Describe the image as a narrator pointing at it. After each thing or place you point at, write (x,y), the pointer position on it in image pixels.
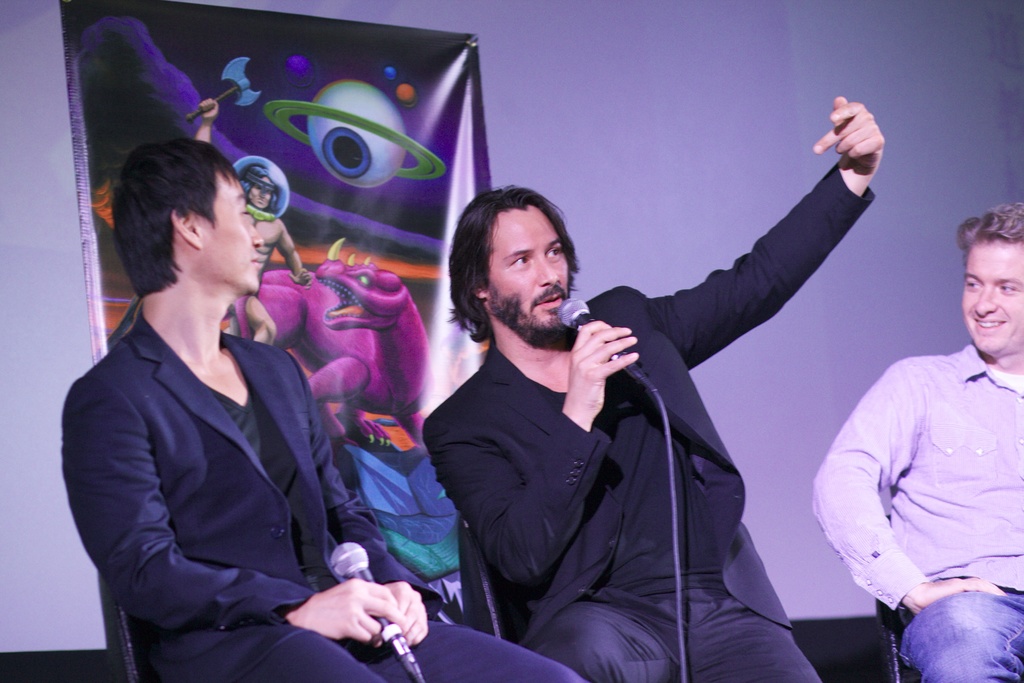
These three persons (538,502) are sitting. This person (481,435) holding microphone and talking. This person (372,587) holding microphone (342,547). On the background (670,91) we can see wall (831,102), banner (363,154).
